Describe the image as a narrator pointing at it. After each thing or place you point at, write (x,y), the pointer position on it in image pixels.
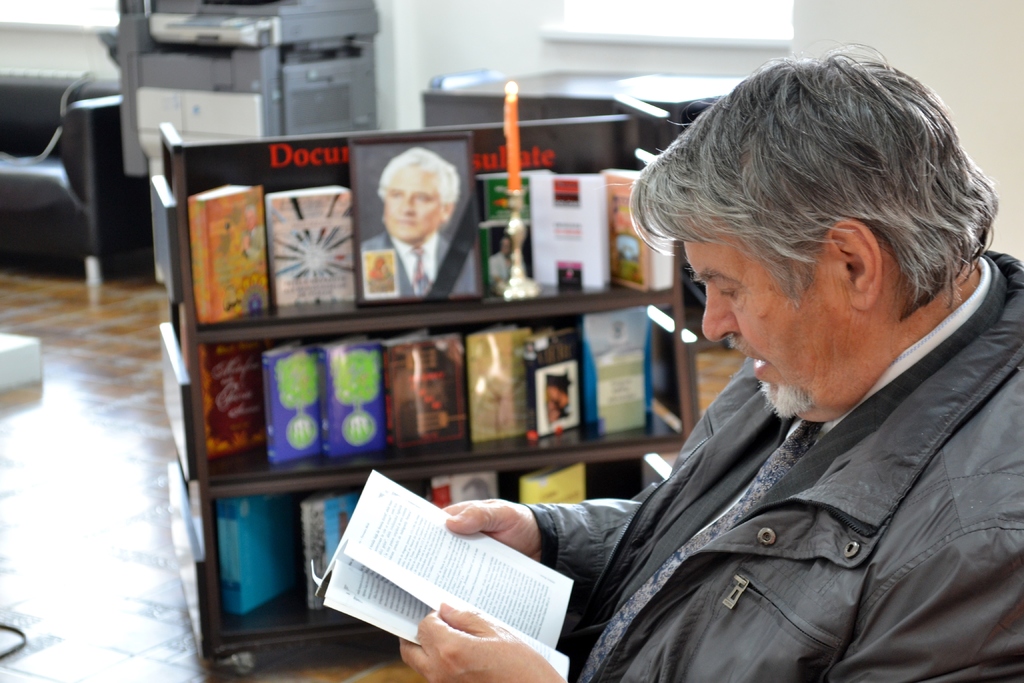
In this image we can see a man (462,627) holding a book (421,570). In the back (211,372) there is a cupboard (191,258) with many books (328,288). In the background (103,116) there is a sofa (18,134) and there is a machine (173,69). On the cupboard (477,124) there is a candle (511,146) with stand (520,265).
